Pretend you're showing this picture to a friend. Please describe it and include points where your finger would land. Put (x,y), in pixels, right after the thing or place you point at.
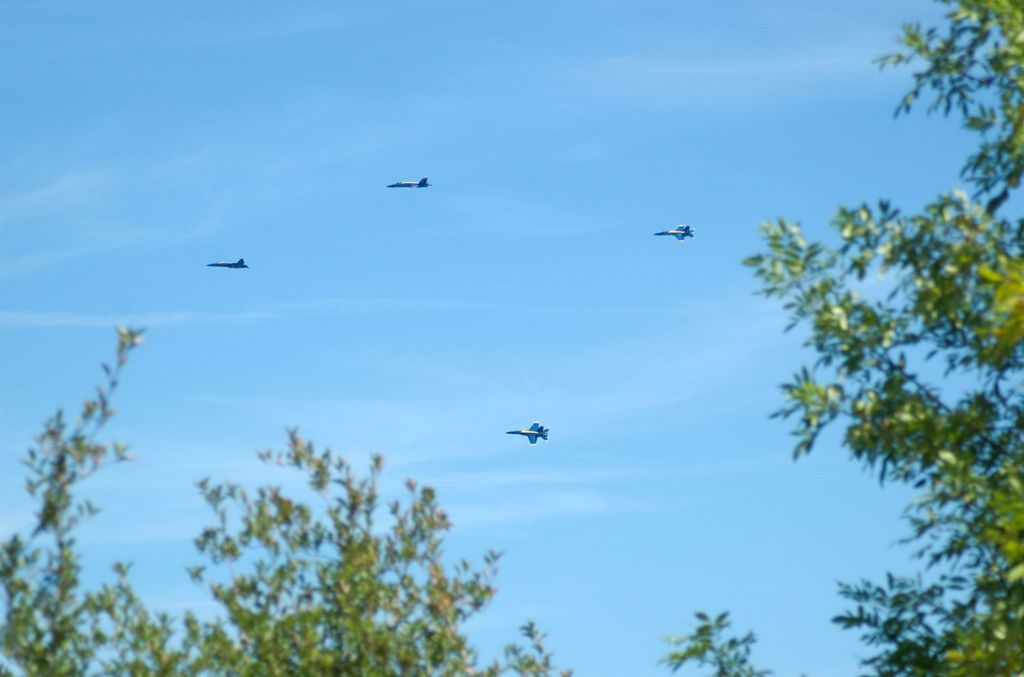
In this picture we can see trees (438,565) and in the background (448,511) we can see four airplanes (240,268) flying in the sky (457,398).
